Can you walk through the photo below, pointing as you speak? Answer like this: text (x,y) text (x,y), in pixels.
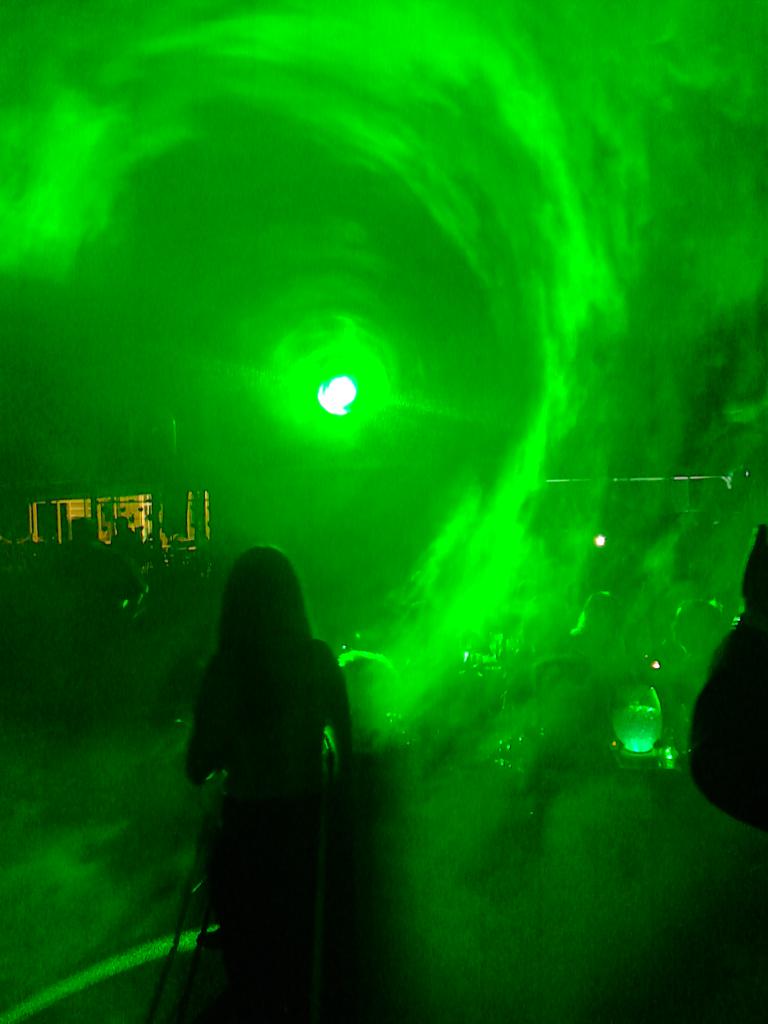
In this image there is a woman (272,710) standing, in the background (209,342) there is a green light (402,366).
